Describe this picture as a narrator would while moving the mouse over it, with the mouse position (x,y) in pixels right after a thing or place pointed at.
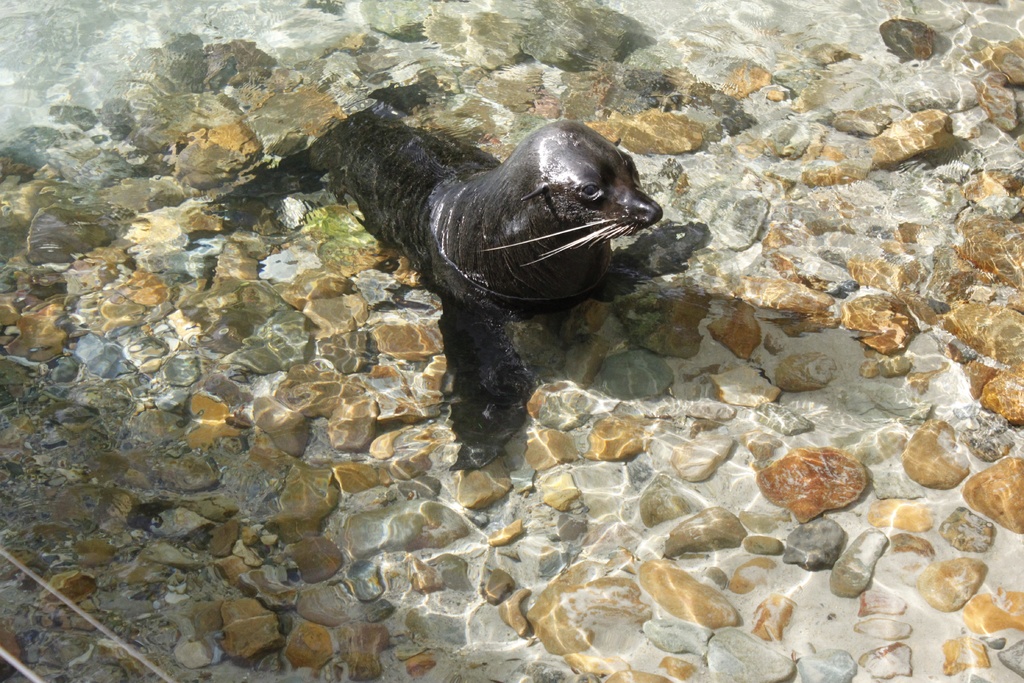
In this image I can see a black colored seal (470,219) which is in the water (409,113) through the water (749,339) I can see the surface (772,397) which is rocky.
